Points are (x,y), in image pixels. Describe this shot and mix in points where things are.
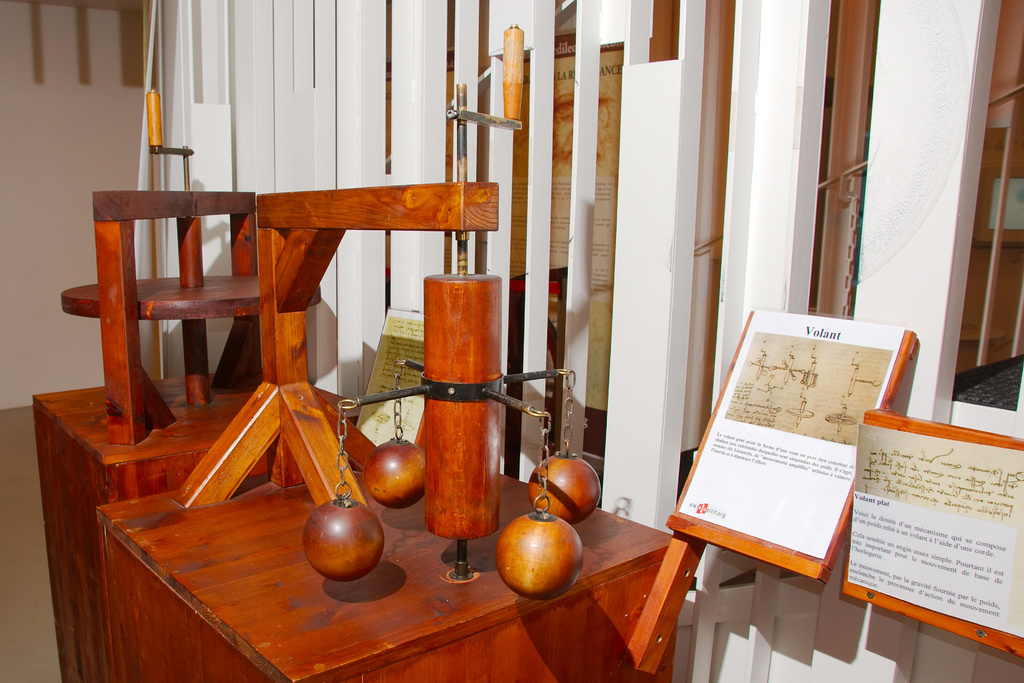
In this picture I can see few brown color things (354,401) in front (461,294) and on the right side of this picture (807,407) I can see 2 boards (747,461) and I see something (859,371) is written on it. In the background (918,400) I can see few white color things (312,164). On the left side of this picture (66,139) I can see the wall (103,139).
